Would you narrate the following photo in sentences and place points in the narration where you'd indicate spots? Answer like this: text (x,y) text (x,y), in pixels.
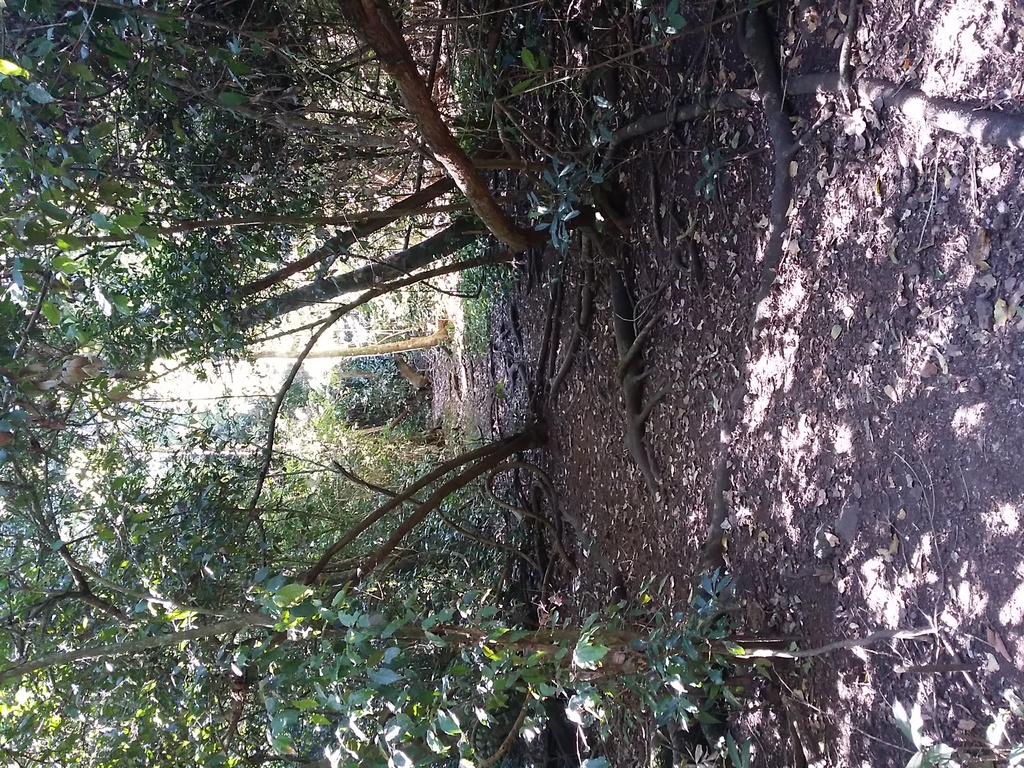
In this image we can see some trees (423,487), bark (444,473) of a tree (290,355) and the land (745,488) with dried leaves (654,444).
